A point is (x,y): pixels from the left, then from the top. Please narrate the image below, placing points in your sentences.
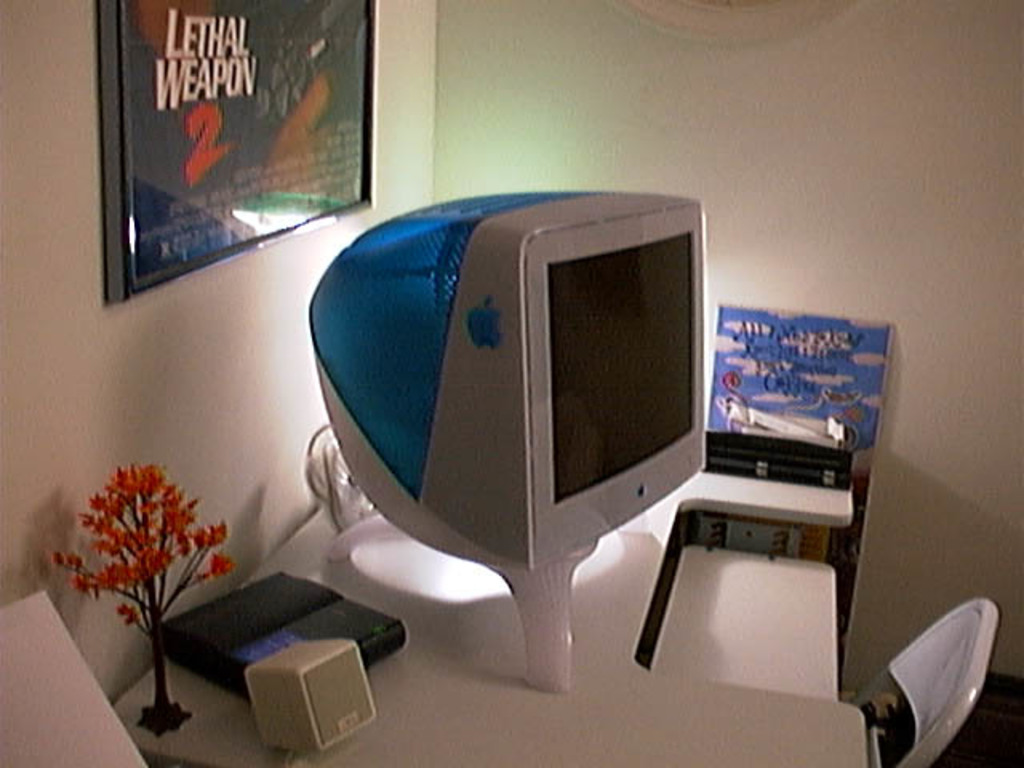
In the center of the image (545,431) there is a table (707,573) and we can see a television (507,538), speaker (329,689), decor (197,539) and a box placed on the table (630,754). On the right (949,691) there is a chair (941,677). In the background (839,207) there is a wall (767,124) and we can see a wall frame (177,223) placed on the wall (162,345).
